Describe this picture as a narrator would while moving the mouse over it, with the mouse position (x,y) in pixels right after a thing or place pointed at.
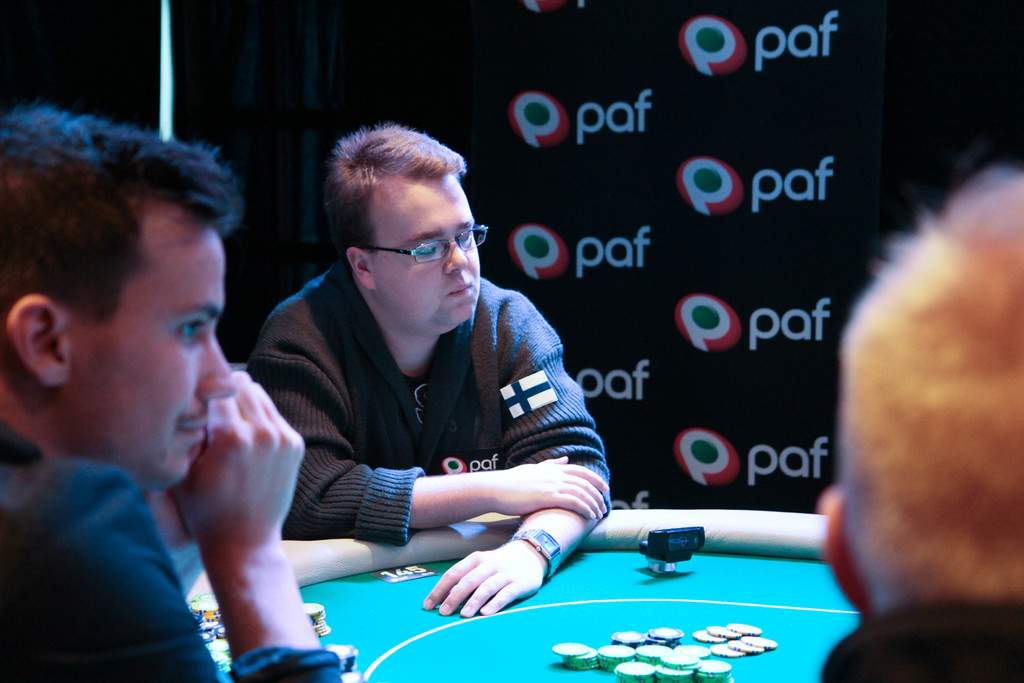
In the image we can see there are people (954,548) who are sitting and in front of them there is table (454,658) on which there are coins (602,649) and at the back (664,266) there is banner (678,368) on which it's written "paf" and the person (453,418) is wearing jacket (481,392) and spectacles (423,251).
